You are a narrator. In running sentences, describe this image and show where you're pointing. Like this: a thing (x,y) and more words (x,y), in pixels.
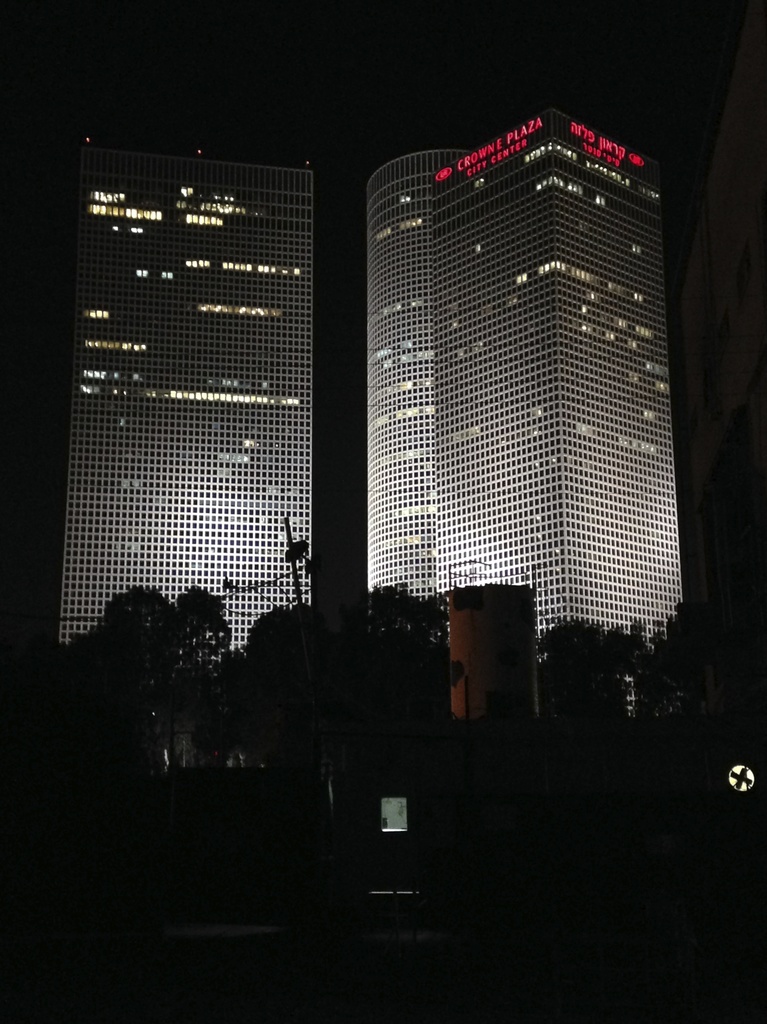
In this image there are few trees (326,676). Behind there are few buildings (239,510).
